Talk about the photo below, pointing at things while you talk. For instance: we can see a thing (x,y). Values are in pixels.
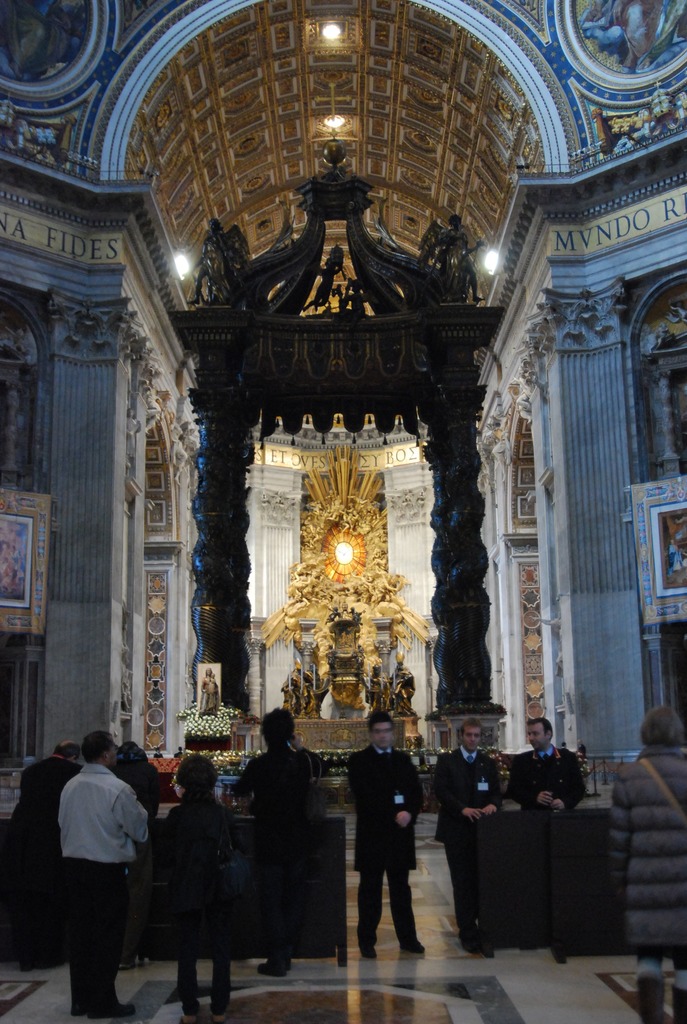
This is the inside view of a church (376,507) and there are some persons (642,930) standing on the floor (604,986). Here we can see frames (654,530), pillars (147,593), flowers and lights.
